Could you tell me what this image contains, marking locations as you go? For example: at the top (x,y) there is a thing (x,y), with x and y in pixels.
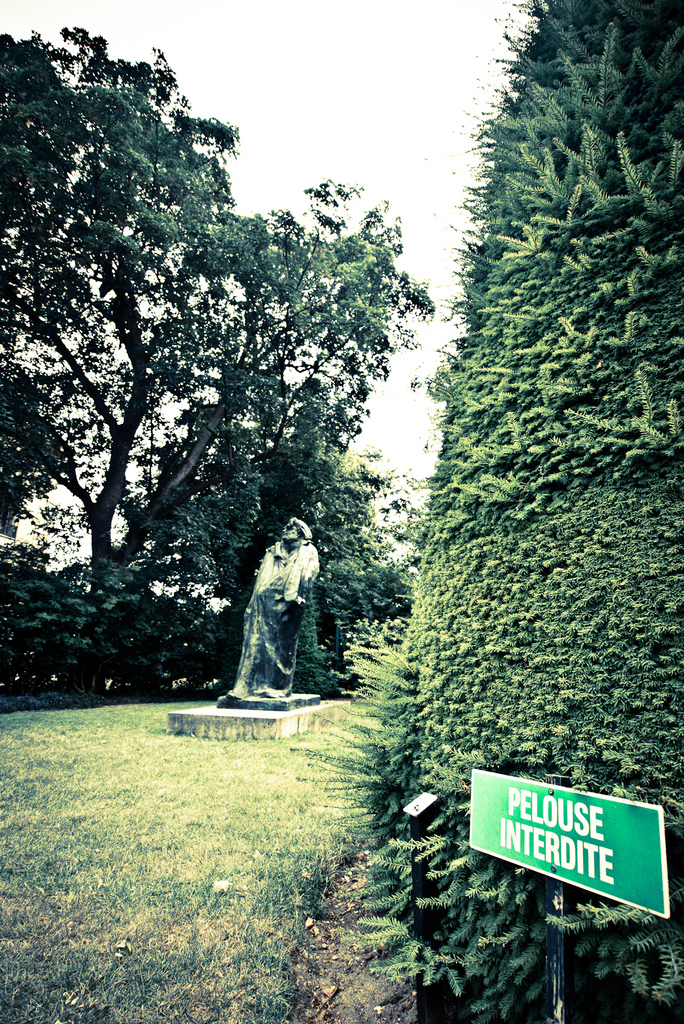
In this image we can see trees (377,371) and plants (629,707), there is a sculpture (282,619) in the middle (269,582), there is a display board (541,810) with text (581,864) on it, and we can see sky (407,206).
